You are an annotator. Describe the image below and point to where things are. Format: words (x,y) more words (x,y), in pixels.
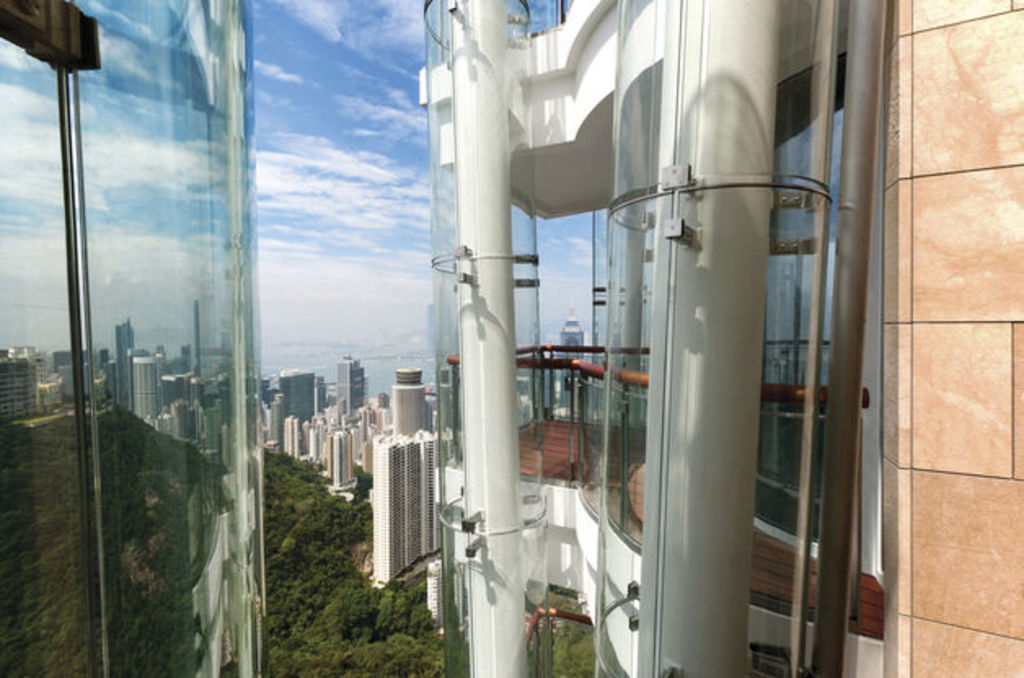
In the picture I can see buildings (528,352), trees (315,529) and the sky (323,153). Here I can see framed glass walls (171,396) and some other objects (683,352).
